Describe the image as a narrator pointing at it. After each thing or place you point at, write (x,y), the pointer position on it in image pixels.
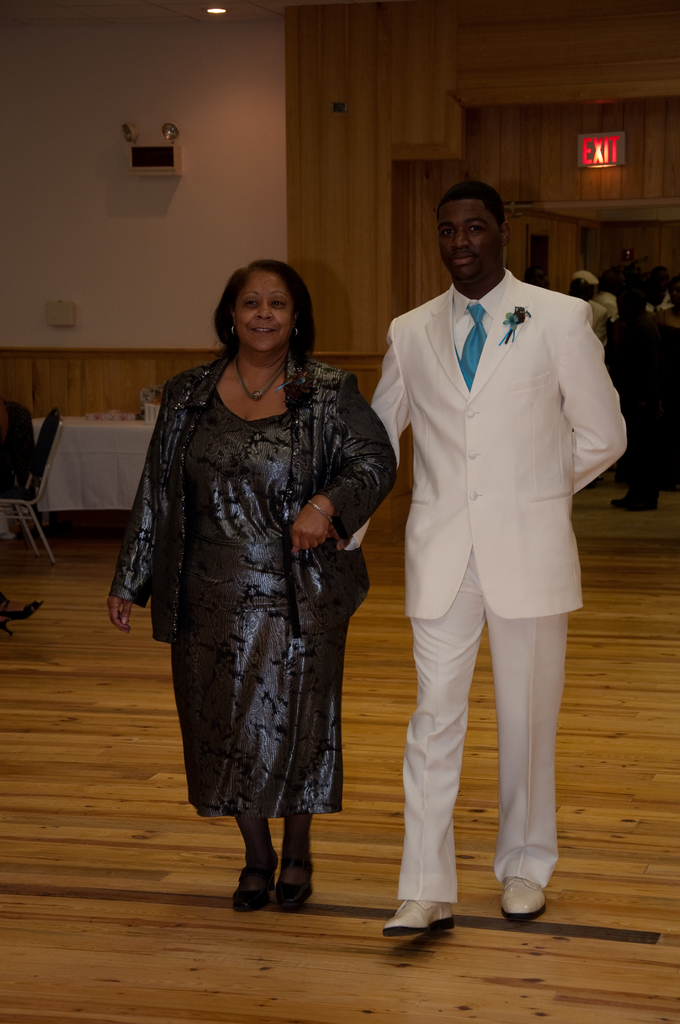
In the center of the image (437,494) we can see two persons (562,301) are in different costumes (453,346). And we can see they are smiling. In the background (280,238) there is a wall (404,269), light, table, chair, few people (672,421) and a few other objects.
